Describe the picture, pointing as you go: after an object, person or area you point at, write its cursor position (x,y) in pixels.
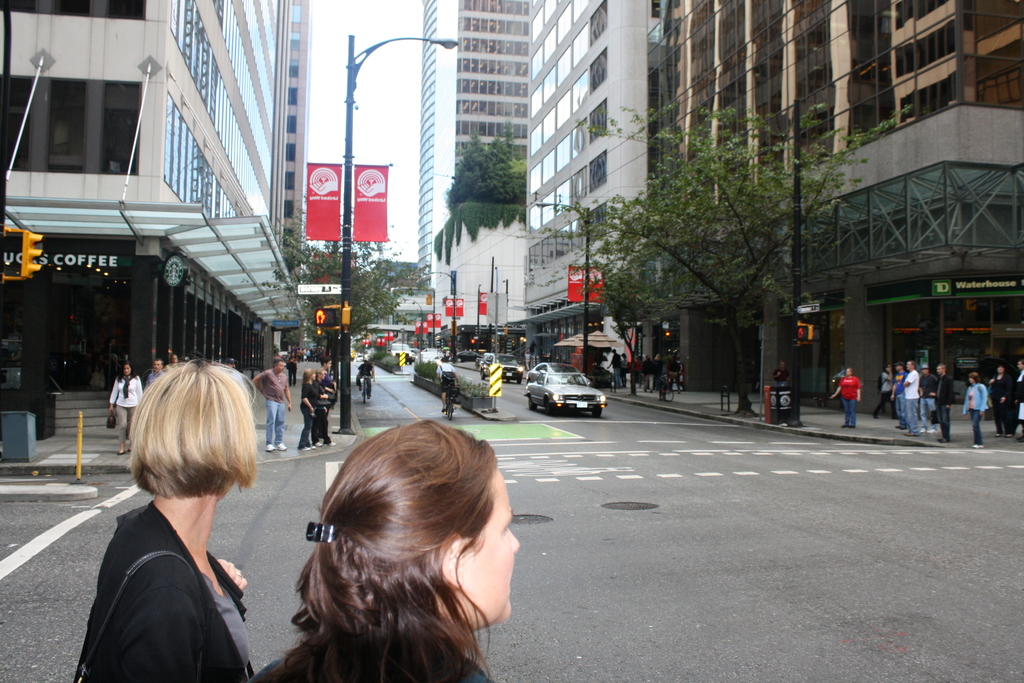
In this image, we can see so many buildings (481,237), glass (962,196), walls (843,186), pillars (143,329), poles (584,305) with lights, banners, sign boards (277,322), traffic signals (317,317), trees (703,240). Here we can see a group of people (451,454). Few are standing and walking. In the middle (651,418) we can see a roads (542,524) with lines (578,444). Few vehicles (552,398) are on the road (394,386). Background (385,150) there is a sky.
